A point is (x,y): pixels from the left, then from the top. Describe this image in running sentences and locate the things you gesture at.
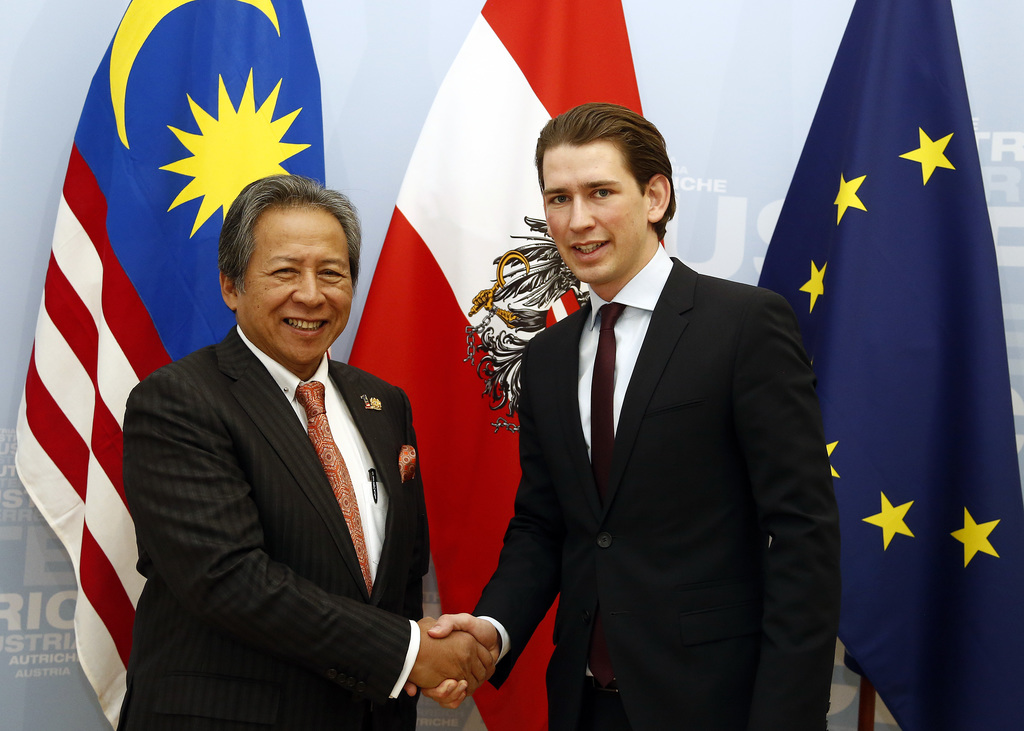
In the background (790,74) we can see a board (999,105) and different flags (975,218). In this picture we can see men (800,447) shaking their hands (473,621) and they both wore blazer (210,450), tie (341,477) and shirt (501,628). On the left side of the picture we can see a pen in a man's shirt pocket (383,503).
